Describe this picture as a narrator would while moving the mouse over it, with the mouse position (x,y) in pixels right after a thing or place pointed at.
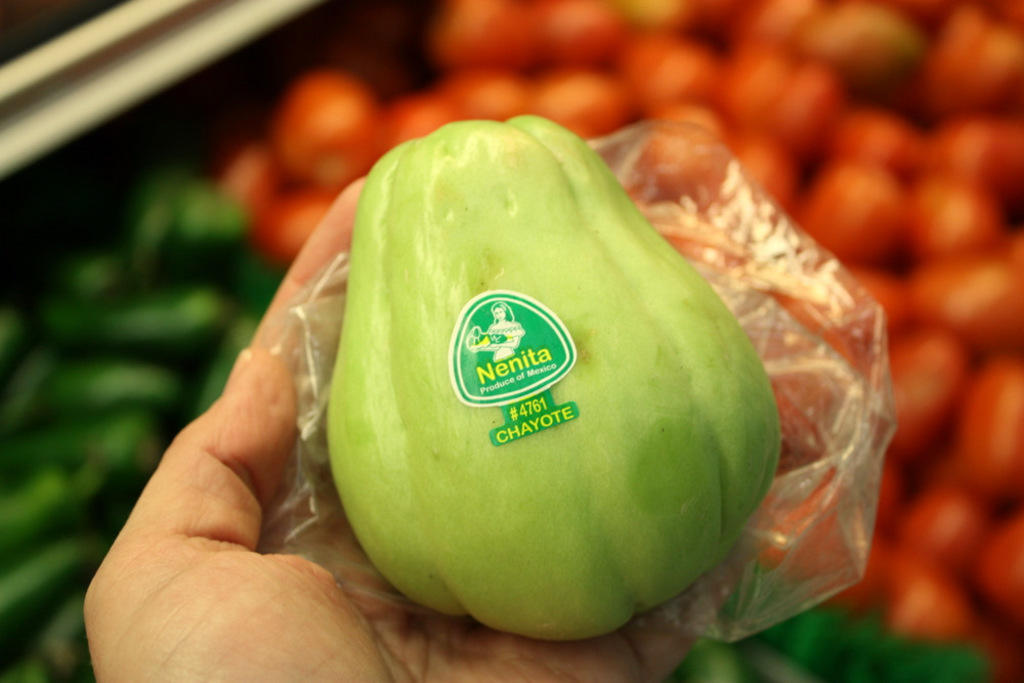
In this image we can see a vegetable (576,409) with plastic cover (745,547) on the palm (273,585) of a person (280,569). In the background (149,276) it is looking blur and we can see red and green color things (970,552).
